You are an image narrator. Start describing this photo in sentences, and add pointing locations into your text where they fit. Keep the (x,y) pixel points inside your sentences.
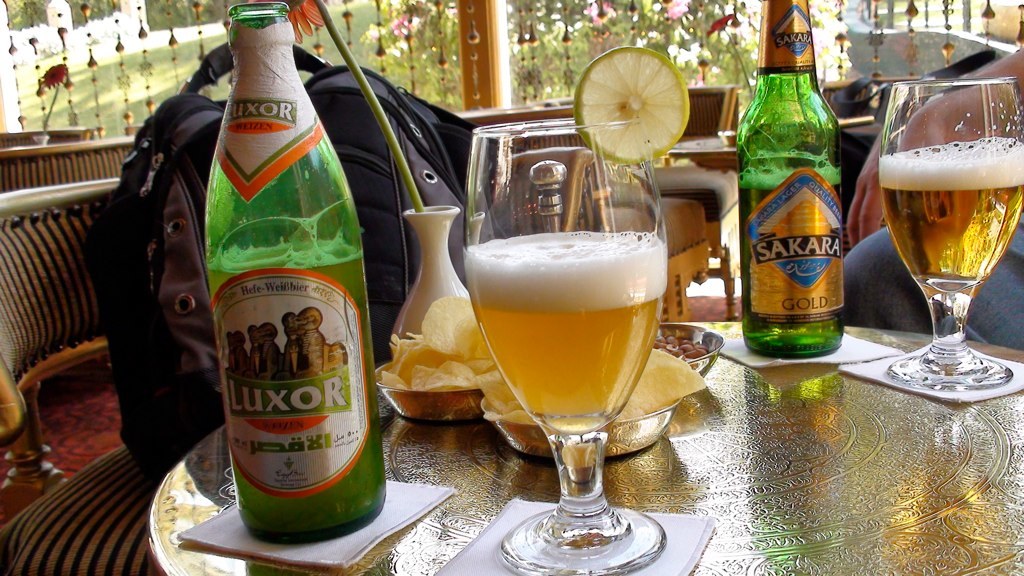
In this image i can see a person (859,278) sitting on a chair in front of a table (703,437), on the table (712,483) I can see few beer bottles (261,114), few glasses (1010,132) and few plates (654,425) with snacks (453,317) in them, I can see a bag (163,293) on the chair (35,369). In the background (36,158) I can see few chairs (67,143), a flower (48,114) and few trees (621,31).
